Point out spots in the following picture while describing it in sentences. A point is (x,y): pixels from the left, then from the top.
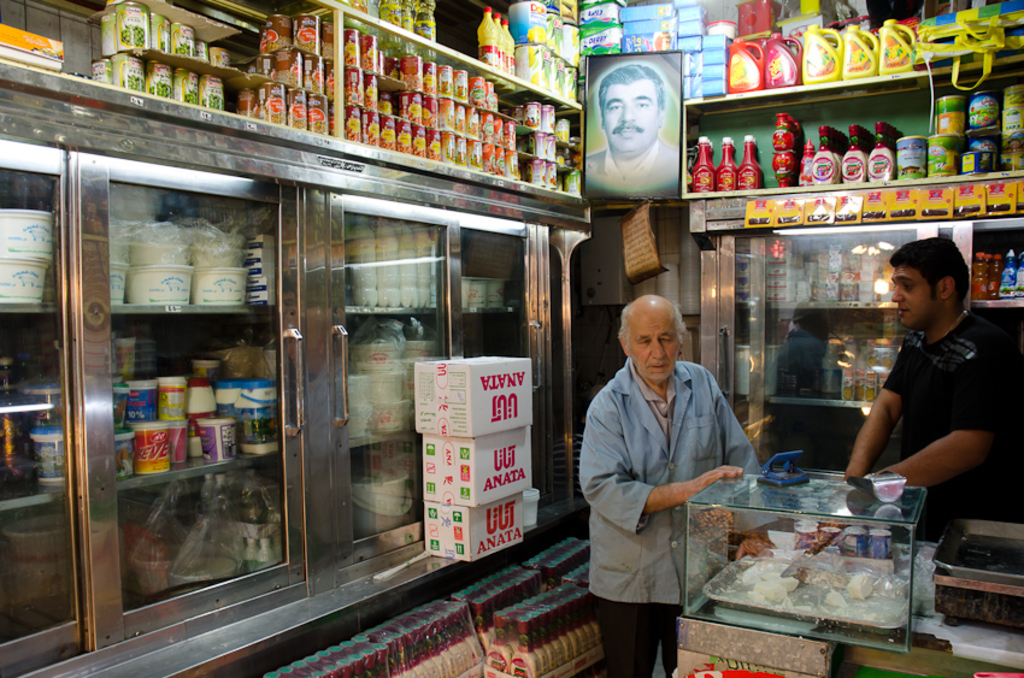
In this picture we can see there are two people (869,445) standing on the floor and behind the people (870,431) there are some items (978,83) in the shelves (411,167) and in between the shelves (433,166) there is a photo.
